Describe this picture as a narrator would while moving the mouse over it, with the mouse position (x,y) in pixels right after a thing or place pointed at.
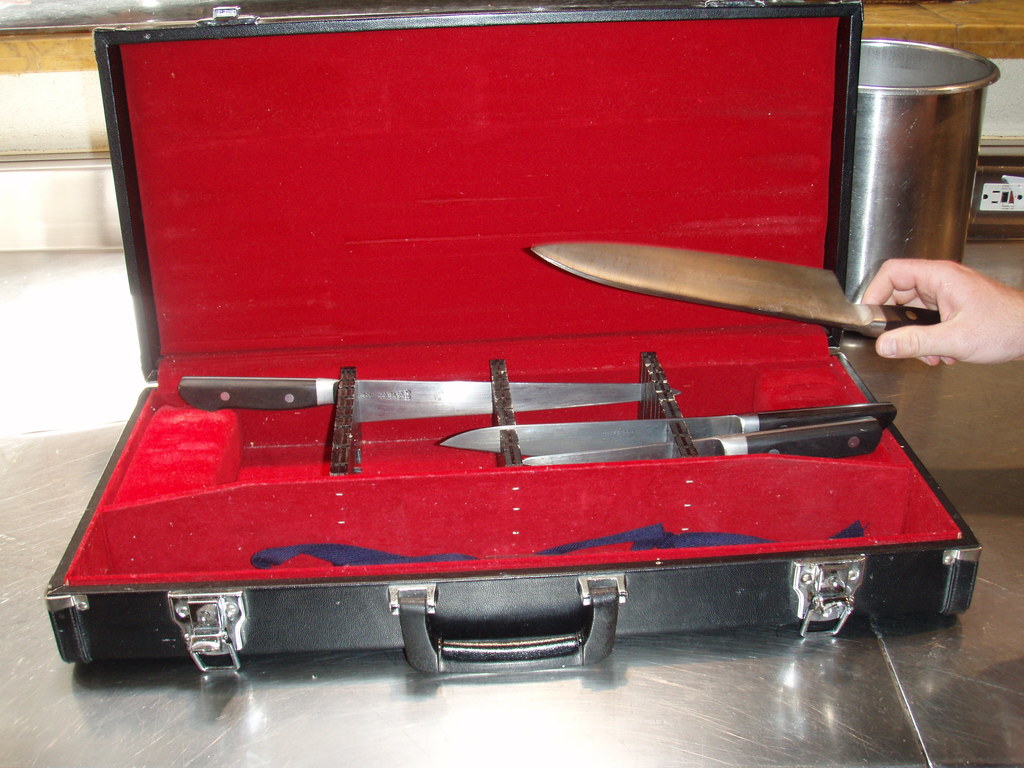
There is a suitcase (496,554). There is a knife (607,279) and red cloth (409,531) on a suitcase (526,592). We can see the background there is a pot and hand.
